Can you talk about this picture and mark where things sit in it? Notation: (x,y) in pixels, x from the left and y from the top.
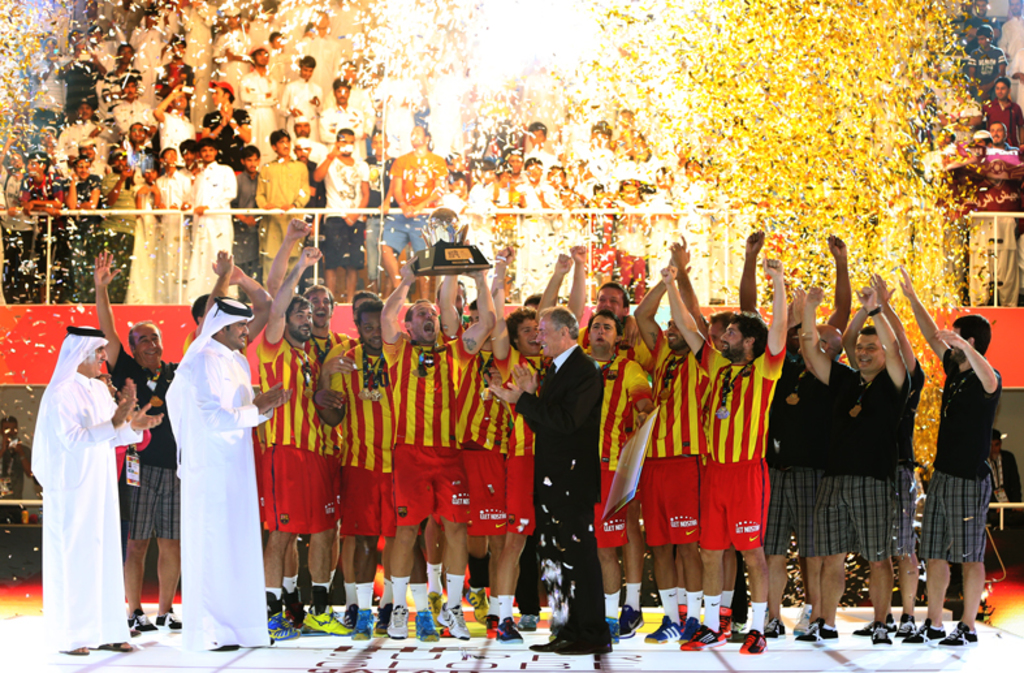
In the foreground of the picture (502,352) I can see a group of people (563,360) standing on the stage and they are celebrating the victory. I can see a man (417,336) in the middle (389,345) holding the cup (451,229). I can see three men (115,443) clapping. In the background (1019,53), I can see the spectators (401,123) and I can see a few of them holding the mobile phone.
